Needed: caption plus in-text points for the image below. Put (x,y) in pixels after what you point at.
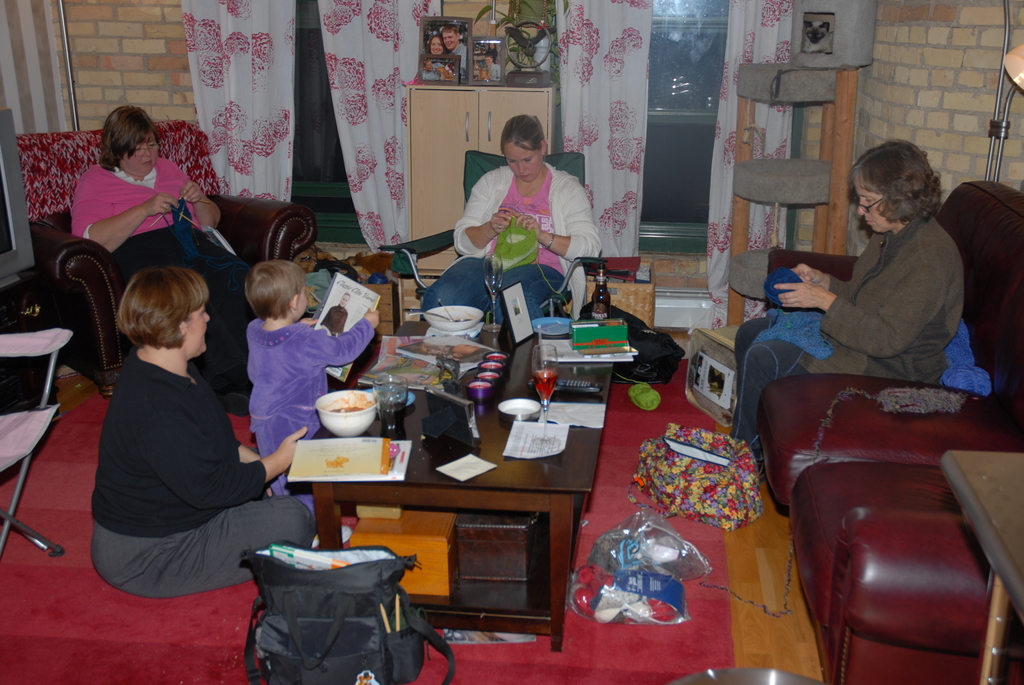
This is the picture where we have three people (216,300) were sitting on the seats (290,217) and knitting and in front of them there is a table (519,365) on which some things (515,447) are placed and a woman (267,476) with a child (297,359) sitting on the floor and behind them there is a cabinet (456,93) on which some things (534,73) are placed.
